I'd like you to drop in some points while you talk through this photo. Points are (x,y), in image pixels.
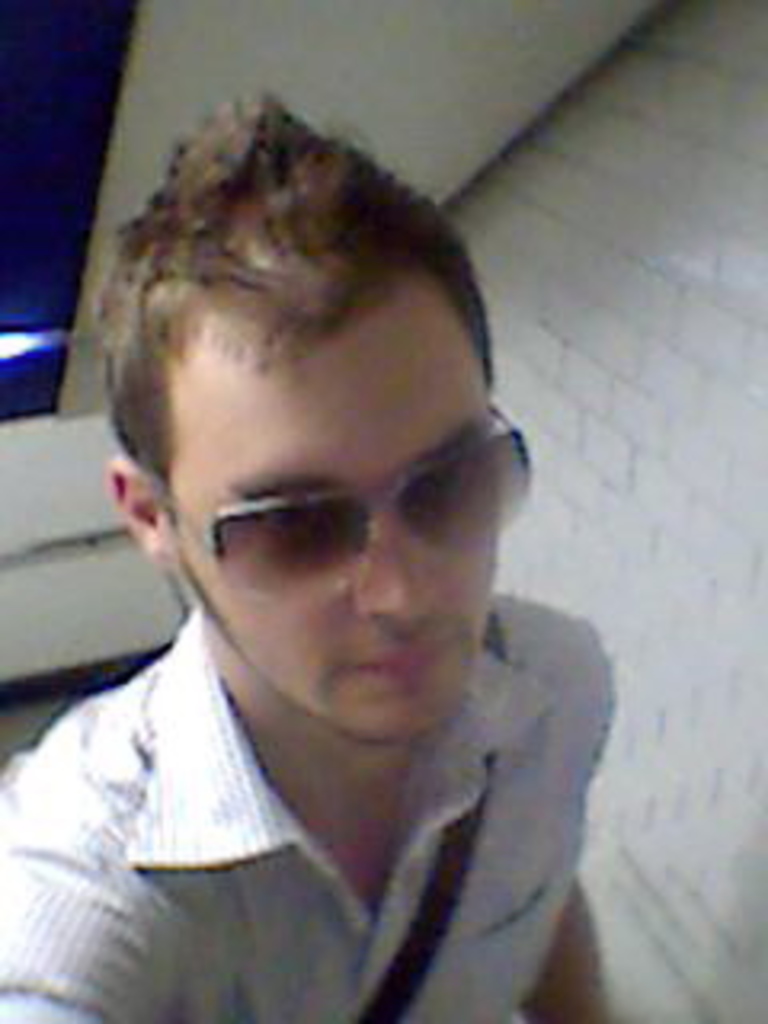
In this picture I can see a man (408,580) with spectacles (369,515), and in the background (85,437) there are walls (716,570).
